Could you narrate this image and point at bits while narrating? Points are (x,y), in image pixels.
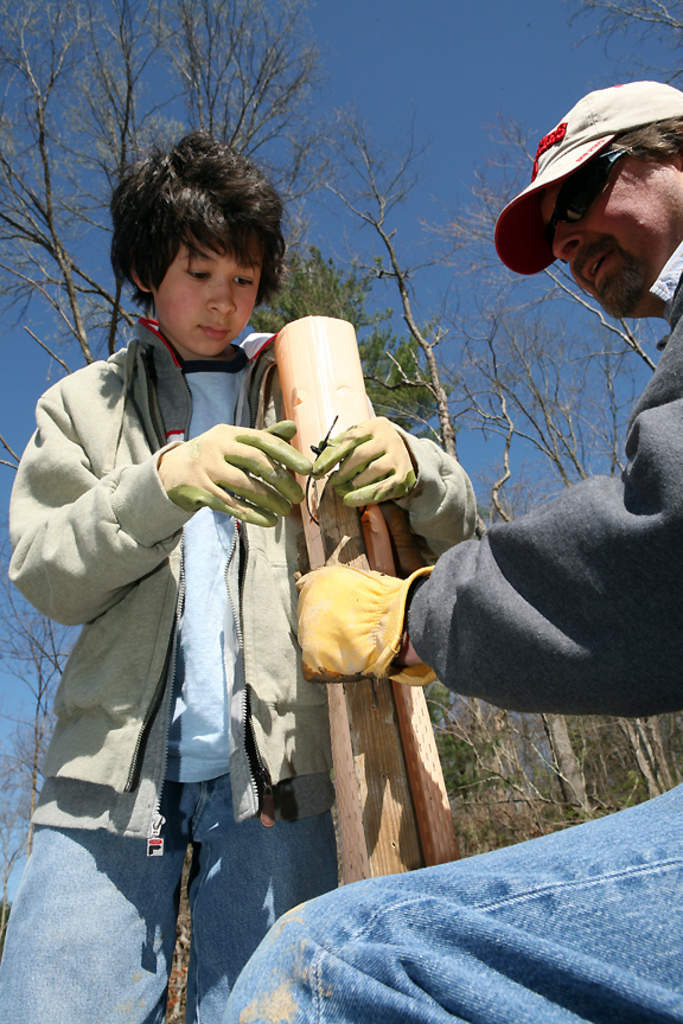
In this image we can see a man (376,651) and a child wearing gloves (376,633) are holding a wooden post (413,737). On the backside (337,210) we can see a group of trees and the sky (326,218) which looks clear.
